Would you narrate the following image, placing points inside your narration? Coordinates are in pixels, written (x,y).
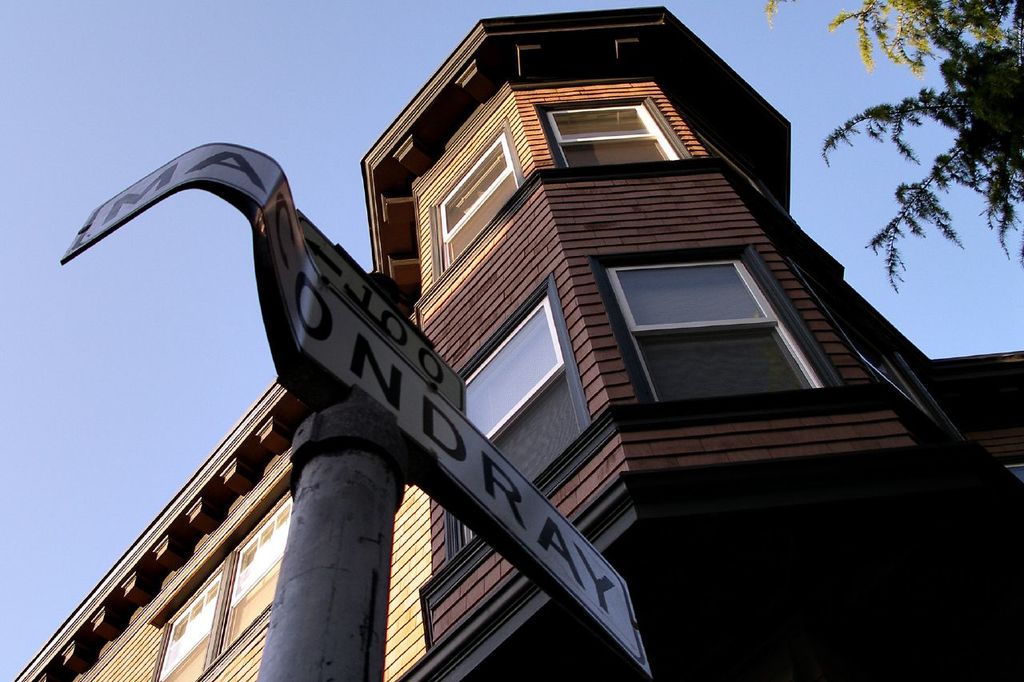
In this image in the front (466,522) there is a pole (321,512) with some text (311,331) written on it. In the center (641,419) there is a building (640,429). On the right side (968,130) there are leaves (1000,104).
